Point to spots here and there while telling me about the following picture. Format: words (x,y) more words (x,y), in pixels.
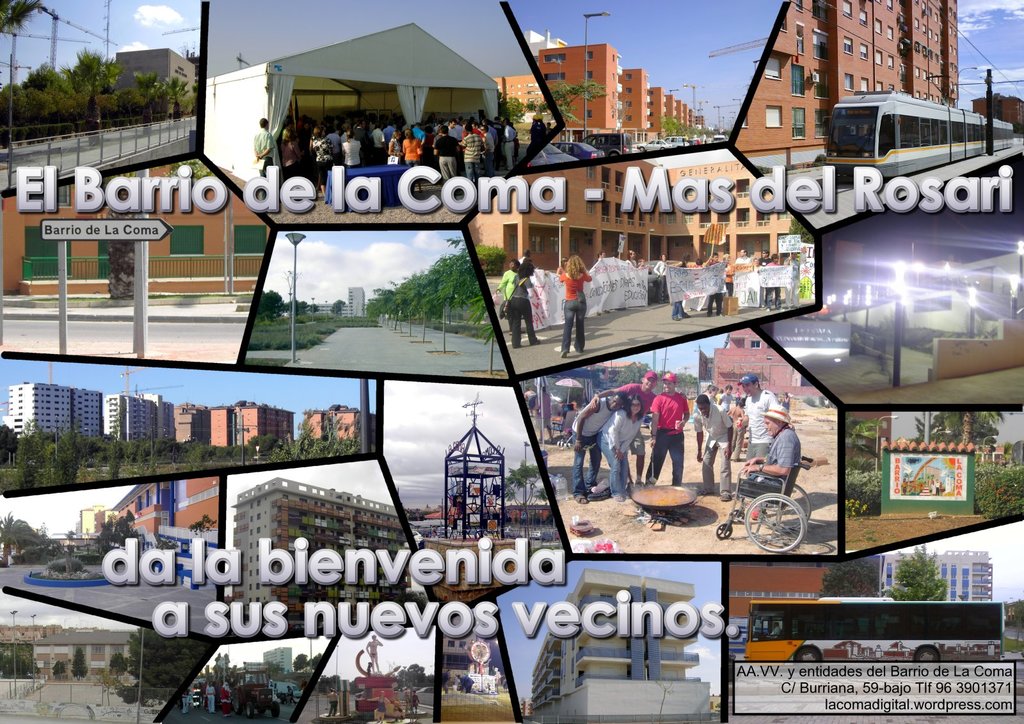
This picture is consists of a collage of different places (497,371) in the image.
